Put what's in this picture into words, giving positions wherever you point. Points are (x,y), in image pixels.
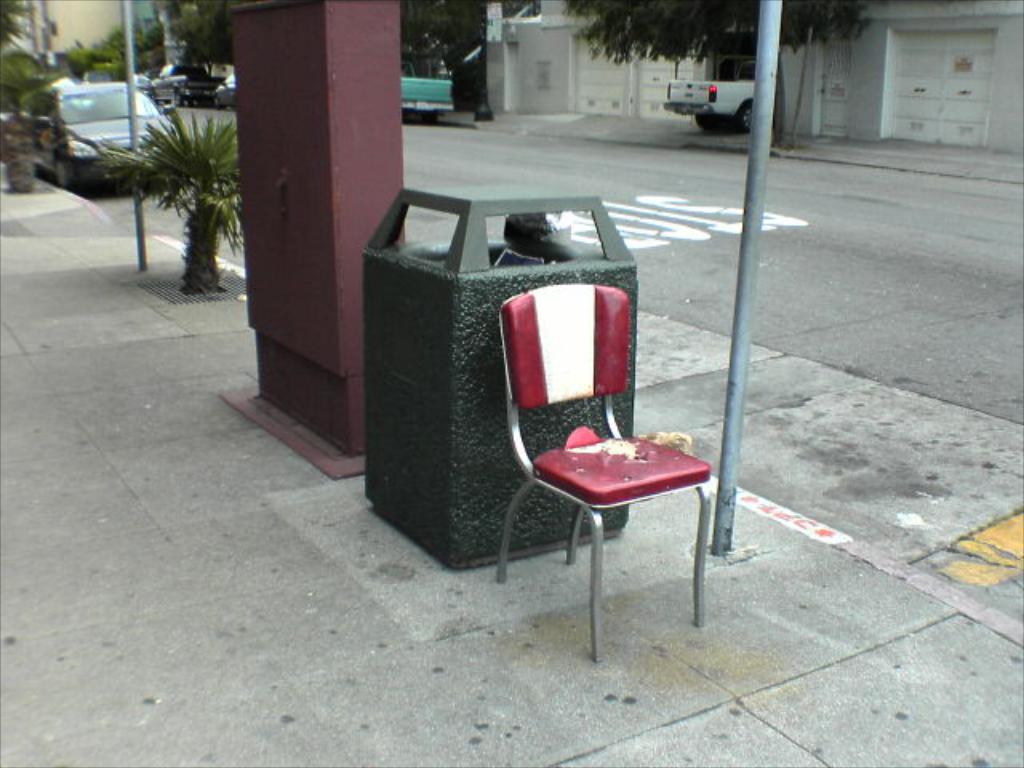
In this image there is ground (269,612) towards the bottom of the image (527,674), there is a chair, there is a dustbin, there are plants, there are trees (646,33) towards the top of the image (464,19), there is a building (878,67) towards the top of the image (918,64), there are doors (643,72), there is a wall (533,35), there are poles (774,75) towards the top of the image (747,175), there are objects (362,161) on the ground (381,617), there is road (931,237) towards the right of the image (971,245), there is text (685,203) on the road (669,225), there are vehicles (160,89) on the road (215,119).
